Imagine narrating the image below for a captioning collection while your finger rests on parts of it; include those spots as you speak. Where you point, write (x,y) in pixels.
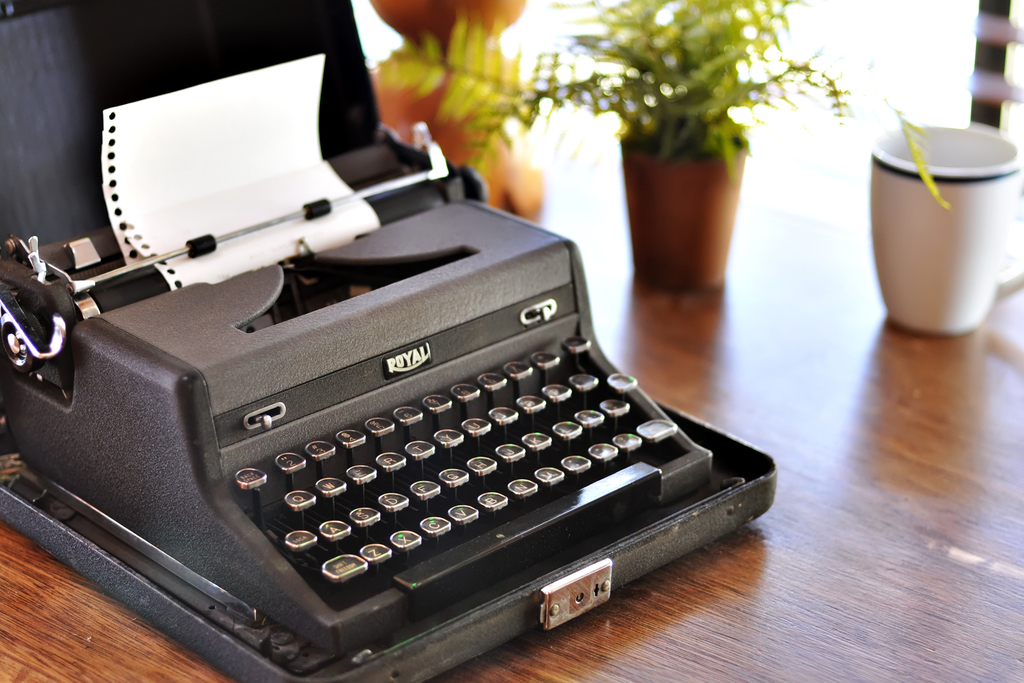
Towards left (264,400) we can see a typing machine (354,413) on a wooden table (730,418). At the top (734,200) there are cup (908,184), flower plant (685,116) and other objects (432,96).
